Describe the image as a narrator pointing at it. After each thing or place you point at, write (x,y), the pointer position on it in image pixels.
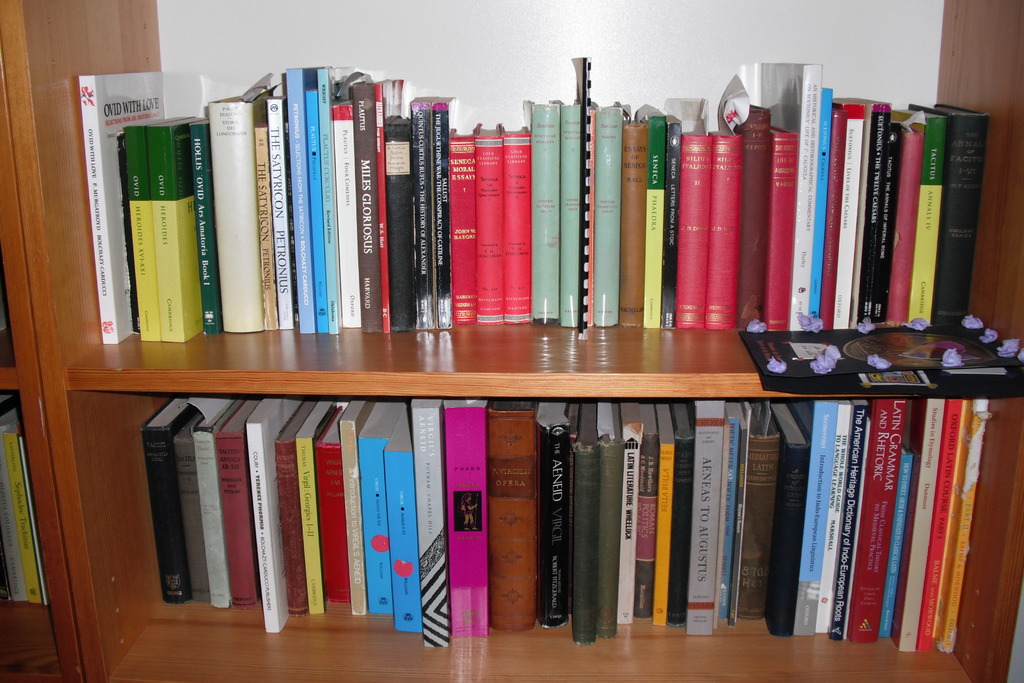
In this image I can see a book rack (76,402) and books (675,553) in it. I can see a white wall (743,59).
